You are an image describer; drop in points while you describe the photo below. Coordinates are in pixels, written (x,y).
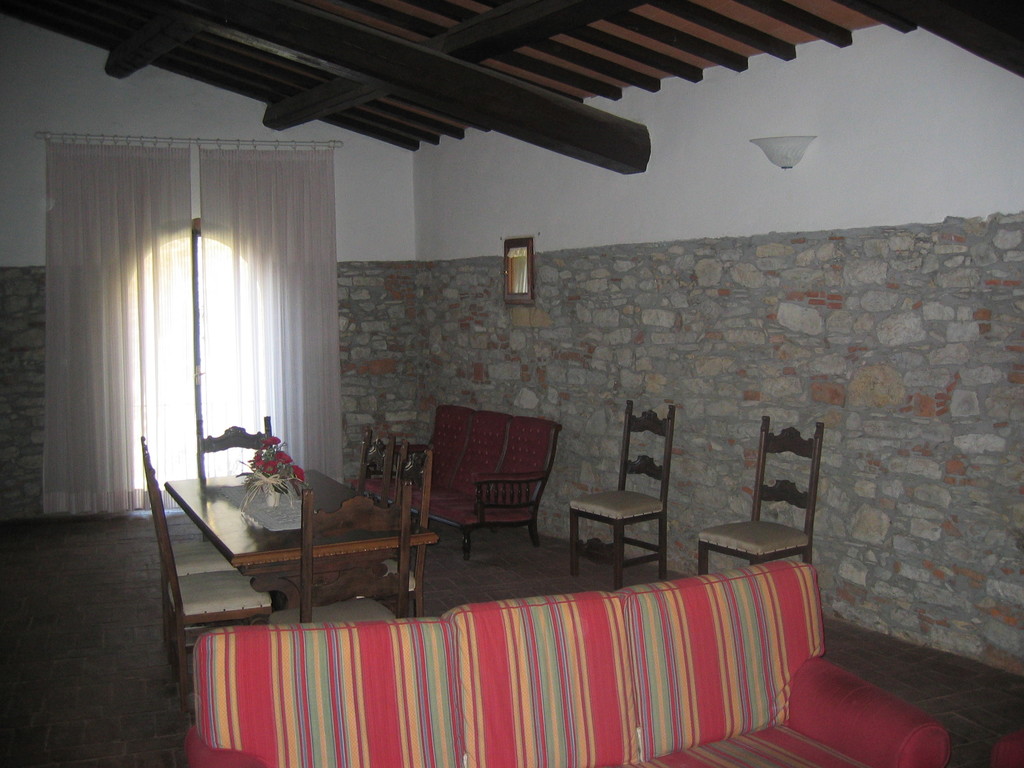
This image is taken from inside. In this image we can see there is a sofa (562,647), beside the sofa (501,654) there is a table (223,532) with chairs (410,523) and there is a frame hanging on the wall (541,314). In the background (317,309) there are curtains (136,347). At the top of the image (505,48) there is a ceiling (539,40).
